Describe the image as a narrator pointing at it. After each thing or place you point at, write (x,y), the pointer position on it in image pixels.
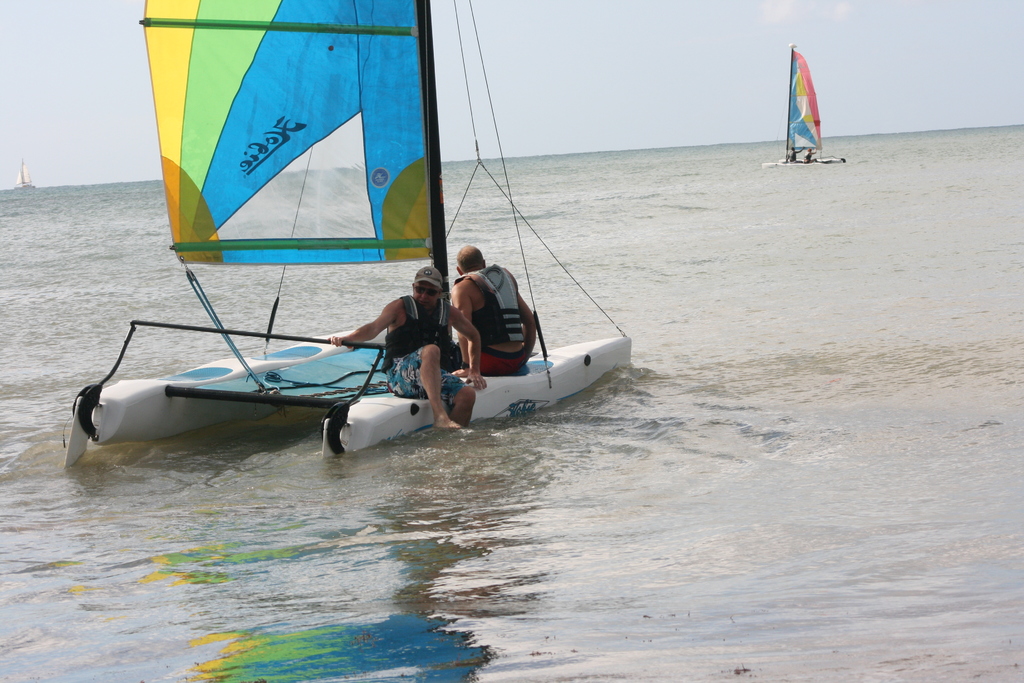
In the picture we can see a boat (391,162) in the water (370,314) with a pole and two men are sitting on it with life jackets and far away from it, we can see another boat (797,140) with a pole (790,77) on it and in the background (599,106) we can see the sky (594,104).
